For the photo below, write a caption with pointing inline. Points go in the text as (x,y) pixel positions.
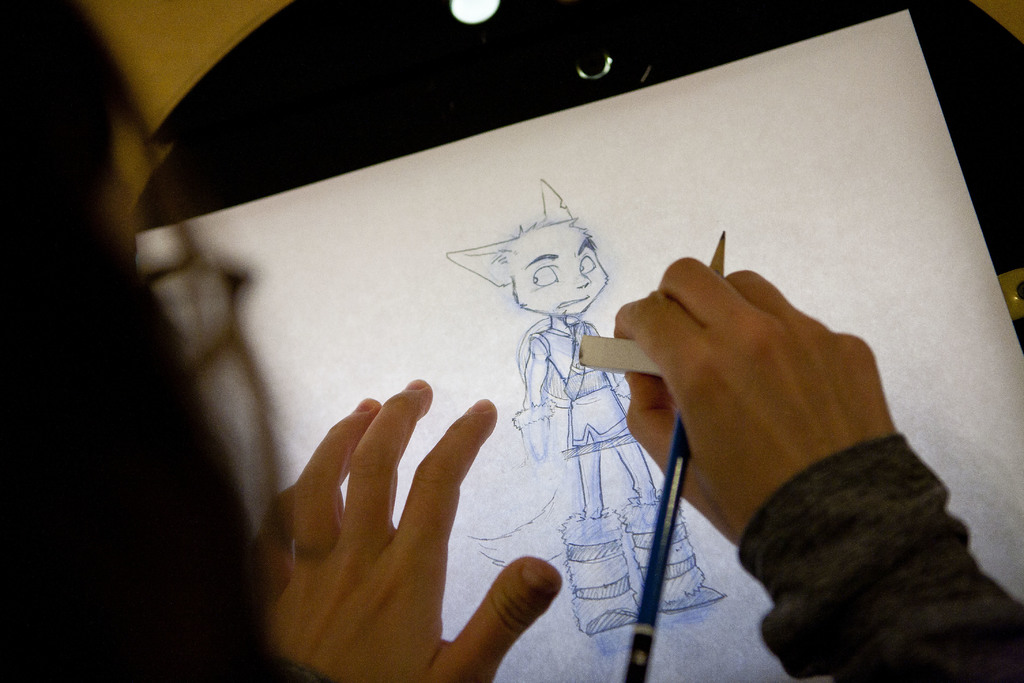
In this image I can see a black colored object (437,60) and on it I can see a paper (699,106). I can see a person (755,431) is holding a pencil (676,441) and an eraser (628,349) and the drawing (563,274) on the paper (597,468).
